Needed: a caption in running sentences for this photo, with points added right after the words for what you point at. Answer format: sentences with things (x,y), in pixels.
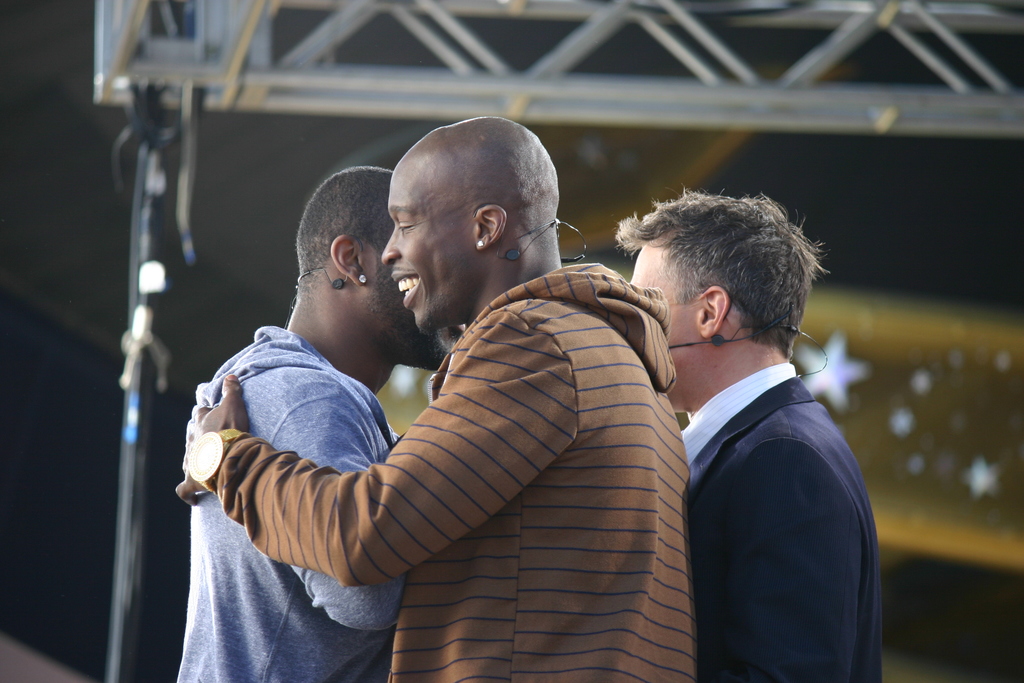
In this image, we can see people (349,440) wearing mics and in the background (325,103), there is a stand (141,225) and we can see some rods (735,64).
